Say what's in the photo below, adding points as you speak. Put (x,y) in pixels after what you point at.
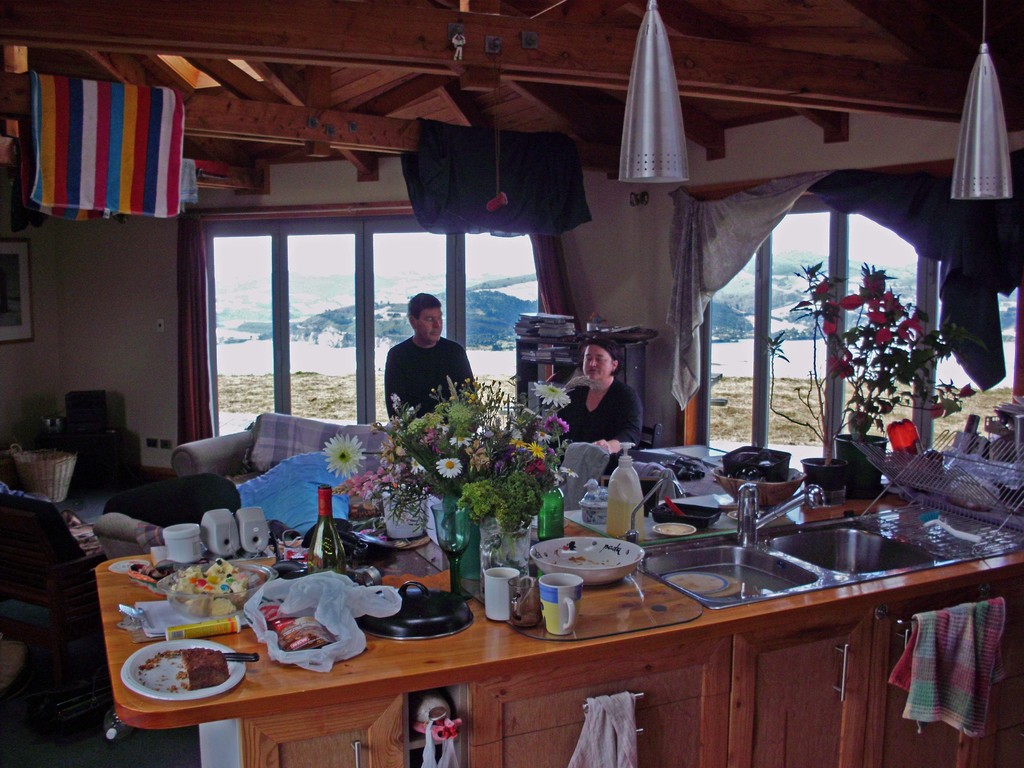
In this picture I can see there is a table (849,597) with some flower vase (475,526), wash basin (777,549), carry bags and in the backdrop (612,349) there are two persons (605,364) standing and there are couches (217,438) and there is a window (360,287).
